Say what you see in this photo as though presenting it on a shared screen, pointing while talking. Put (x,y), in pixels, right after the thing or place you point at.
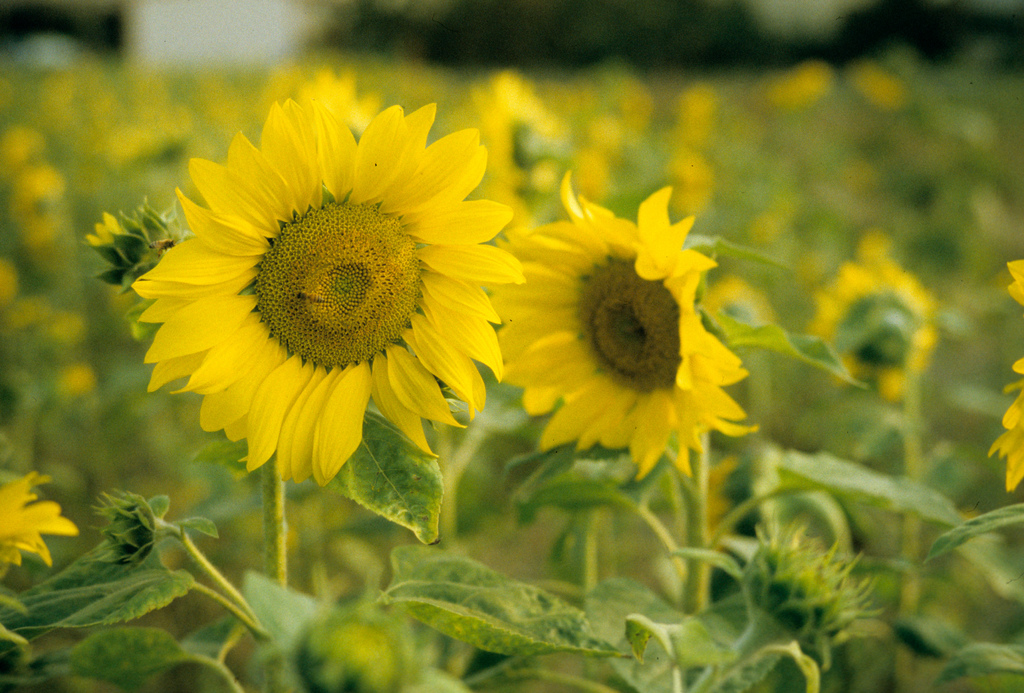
In the picture we can see many plants (344,560) with flowers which are yellow in color with petals (447,349).
